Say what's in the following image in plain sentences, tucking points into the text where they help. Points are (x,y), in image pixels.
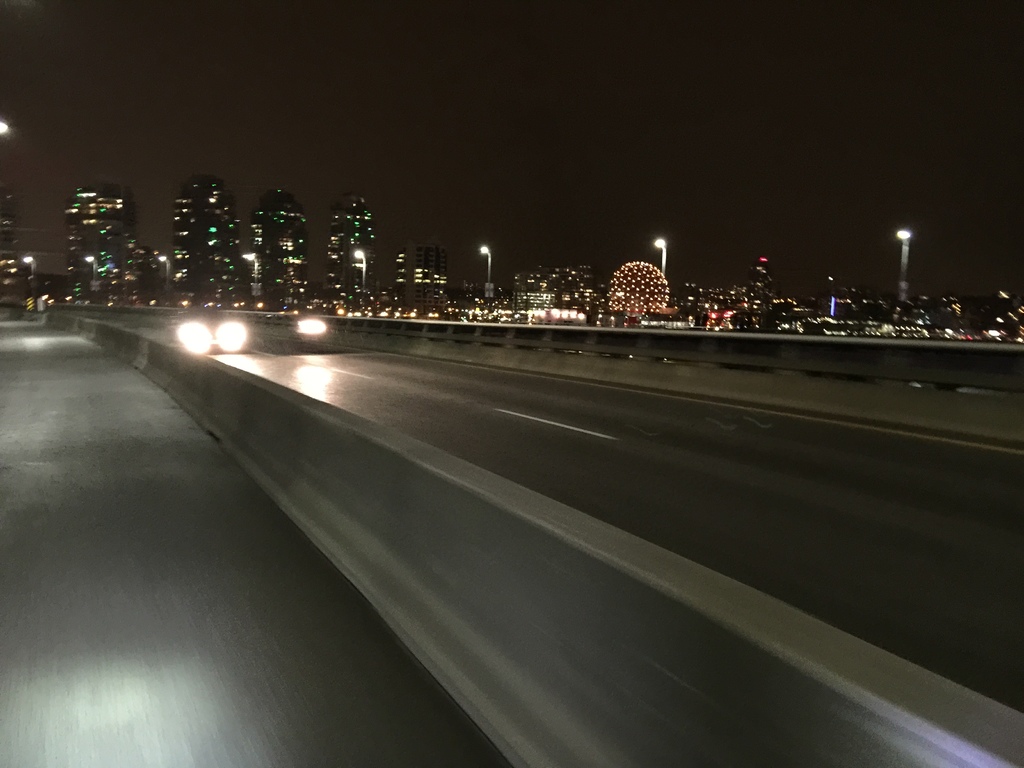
In this image there is a road (747,557) in the bottom of this image (326,597). There are some buildings (332,289) and a current poles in the background (368,301). There is a sky (804,290) on the top of this image (517,51). there are some lights (311,333) of vehicles (220,323) on the road (281,362) as we can see on the left side of this image (321,379).
